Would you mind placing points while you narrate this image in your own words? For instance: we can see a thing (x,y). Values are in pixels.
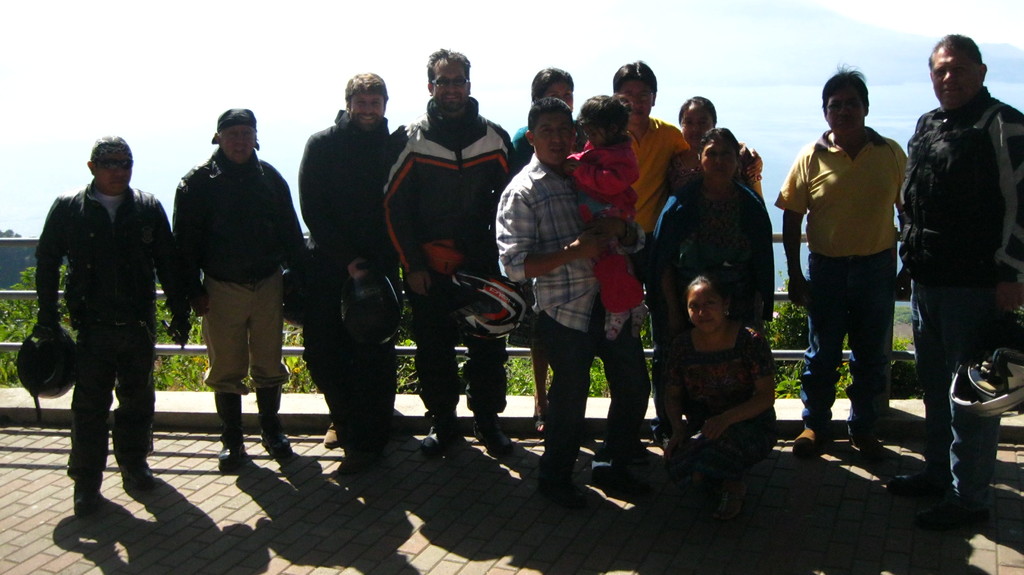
In this image few persons (696,259) are giving pose to a photograph, behind them there are iron rods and trees (23,313), in the background (28,138) there is cloudy sky (510,64).
